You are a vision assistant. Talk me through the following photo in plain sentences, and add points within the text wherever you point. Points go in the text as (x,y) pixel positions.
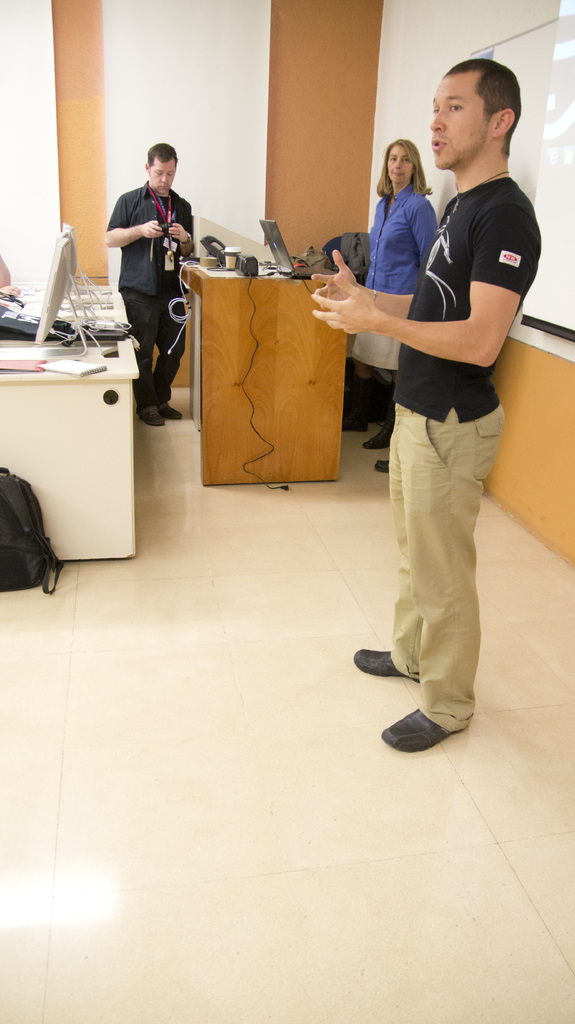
Here in the front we can see a person (486,140) standing and saying something and beside him we can see a woman (396,229) standing with a laptop (300,275) in front of her on the table (278,288) person (442,381) in front of her and the other Man (174,333) Standing and there are tables (50,382) present and systems (66,301) present on them and on the left middle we can see a bag (19,582) present.
